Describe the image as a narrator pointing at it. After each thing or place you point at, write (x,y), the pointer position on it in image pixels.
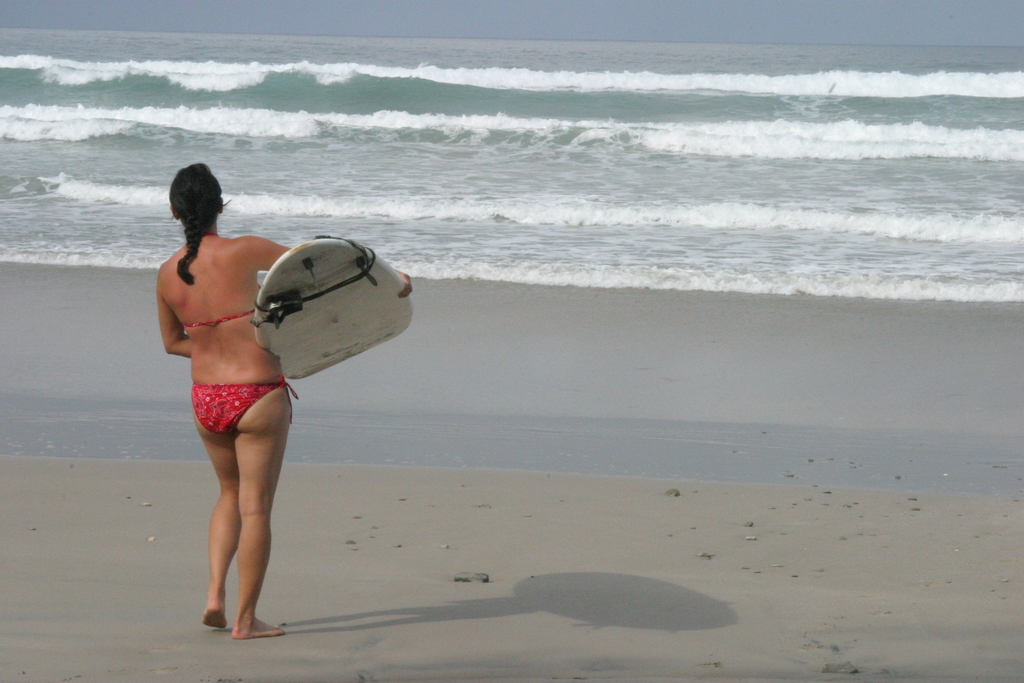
In this picture we can see a woman (221,323) standing and holding a surfboard (319,307), in the background (584,125) there is water (694,105).
